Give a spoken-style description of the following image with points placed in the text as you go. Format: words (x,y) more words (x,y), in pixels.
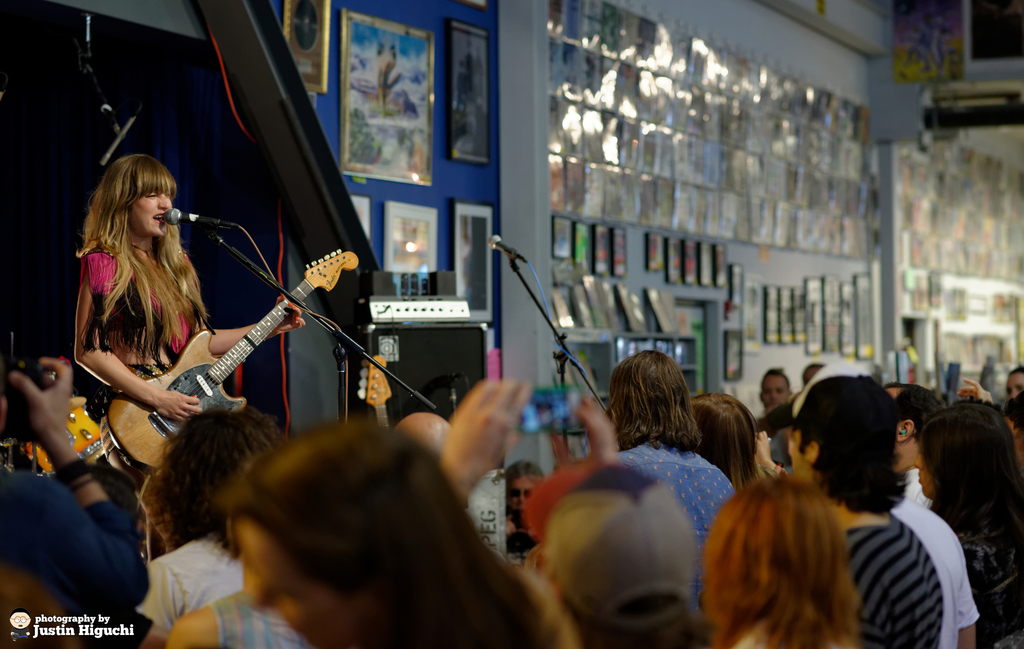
In this image, there is an inside view of a building (824,75). There are some persons (759,514) standing and wearing clothes (944,531). There is person (157,342) on the left side of the image (141,270) wearing clothes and playing a guitar (211,361). This person (234,338) is standing in front of the mic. There is a mic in the center of the image (532,297). There are some photo frames (833,314) attached to the wall (719,293).
